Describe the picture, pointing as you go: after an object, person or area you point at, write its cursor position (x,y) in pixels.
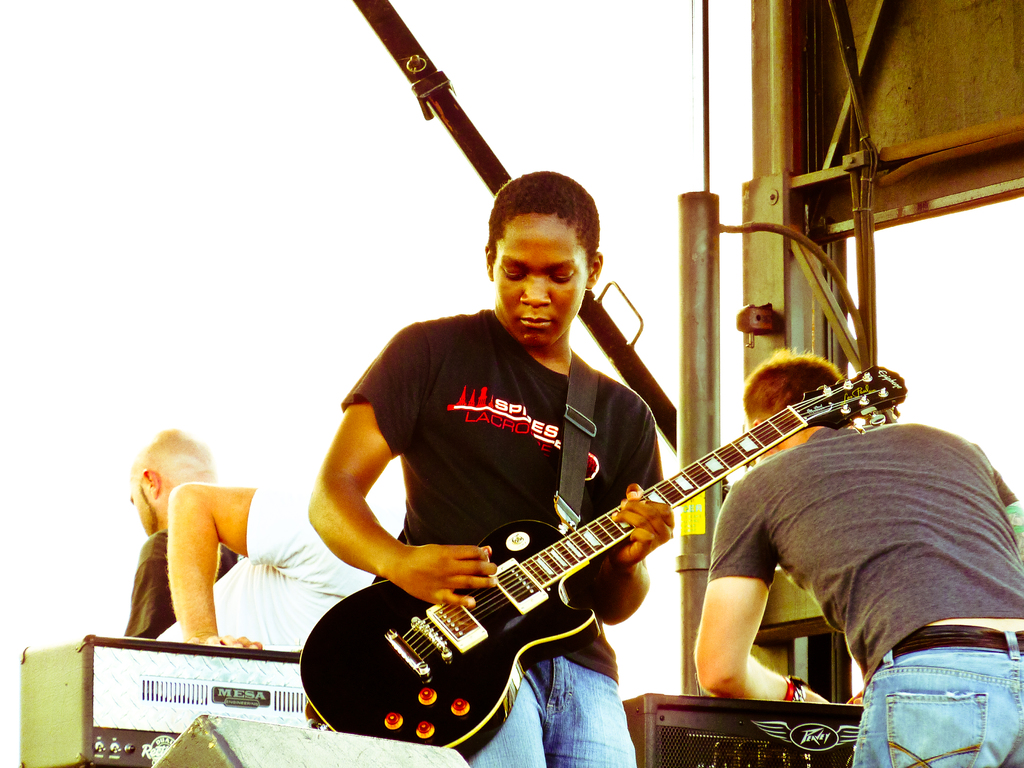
In this image there are four person (518,491). In front (568,395) the person (553,401) is playing a guitar (596,539).
